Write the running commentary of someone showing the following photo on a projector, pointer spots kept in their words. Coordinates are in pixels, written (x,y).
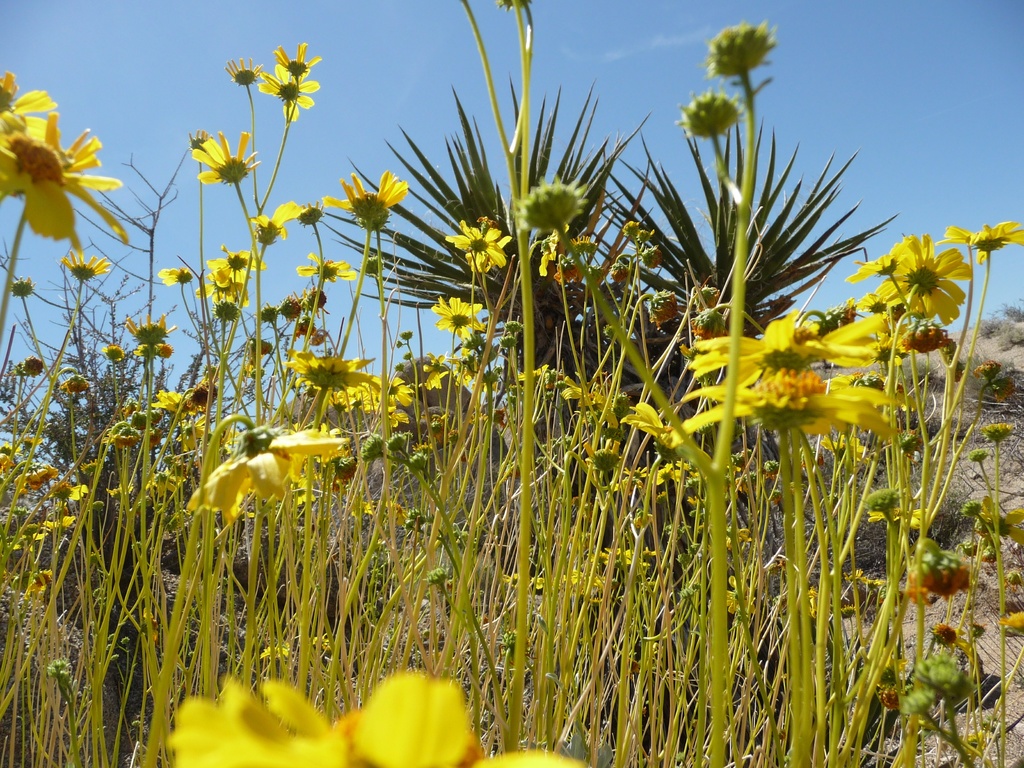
In this image, we can see flower plants (604,549). In the background (673,131), we can see the sky (192,240) and plant (606,217). On the right side of the image (1012,459), we can see grass (944,530).
